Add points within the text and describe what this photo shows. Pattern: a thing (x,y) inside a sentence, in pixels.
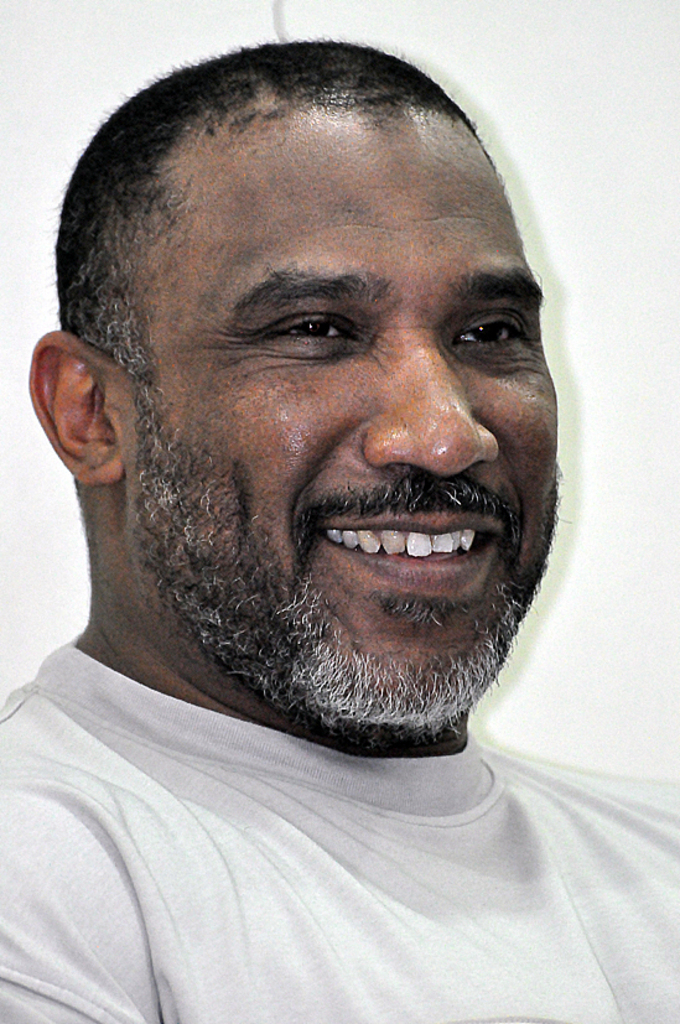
In this image we can see a man (256,587). On the backside (603,540) we can see a wall (550,362).
